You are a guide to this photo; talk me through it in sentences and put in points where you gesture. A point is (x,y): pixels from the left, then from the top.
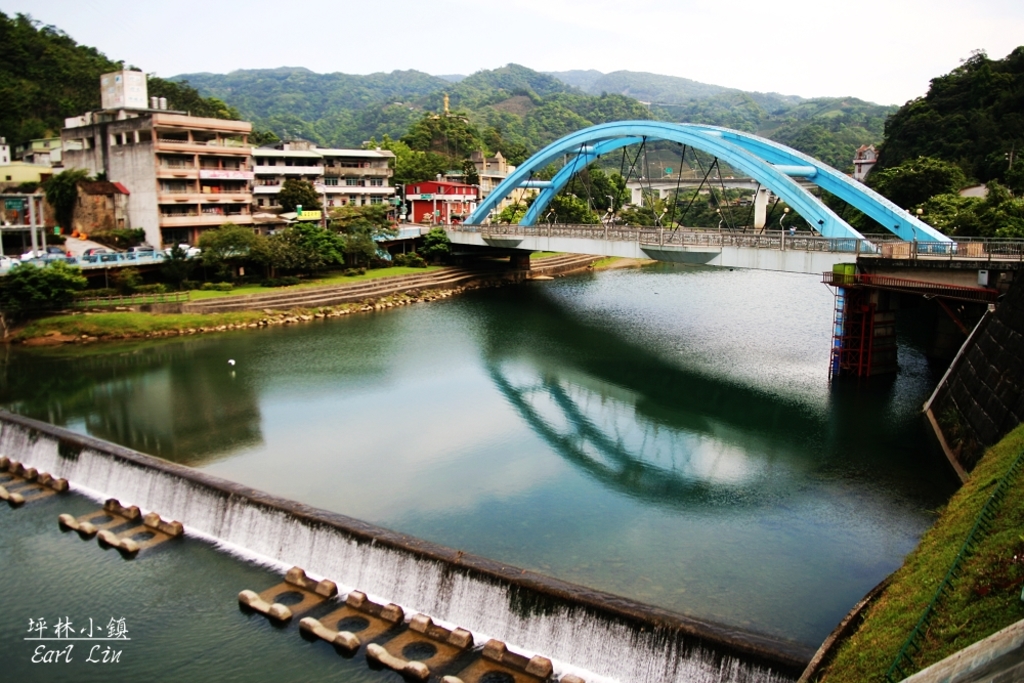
In this image we can see a bridge (684,228) over the river (709,443), buildings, trees (361,243), ground (305,285), hills (811,118), fences (167,294) and sky (775,80).
